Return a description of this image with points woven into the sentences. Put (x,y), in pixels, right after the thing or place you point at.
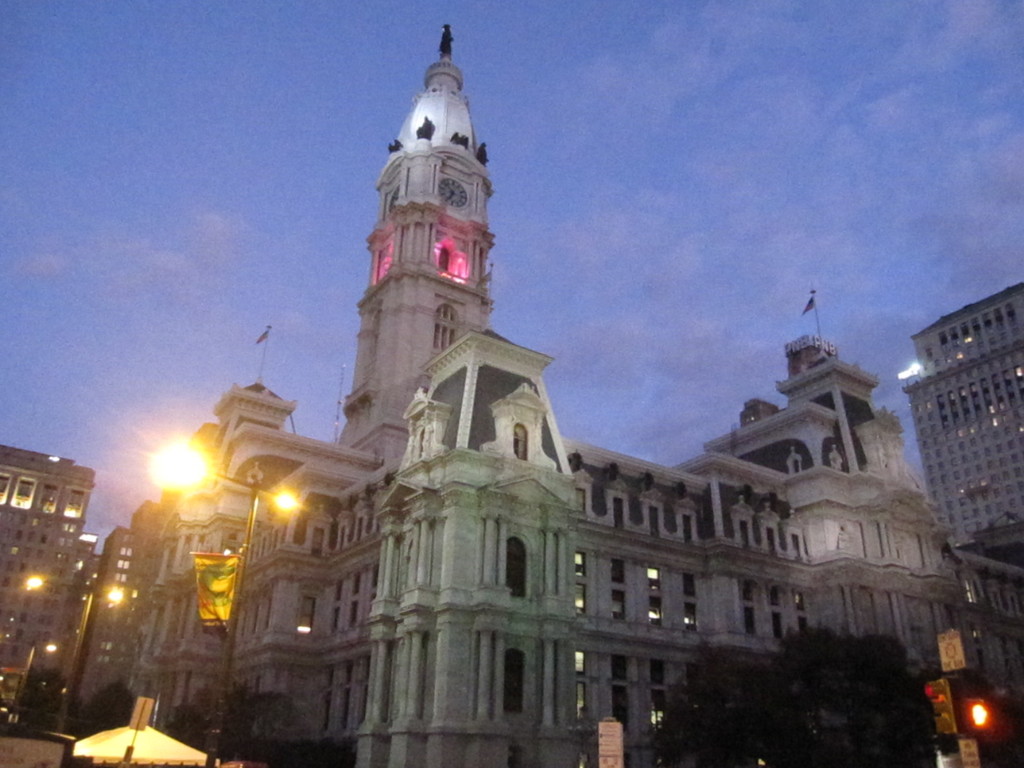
In the center of the image (452,410) we can see buildings (346,445), lights (192,471), pole (239,575), board (231,573), flags (231,590). At the bottom of the image (142,763) we can see tent (137,750), boards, traffic lights (978,701), trees (810,701). At the top of the image (629,157) clouds (766,279) are present in the sky (20,304).
